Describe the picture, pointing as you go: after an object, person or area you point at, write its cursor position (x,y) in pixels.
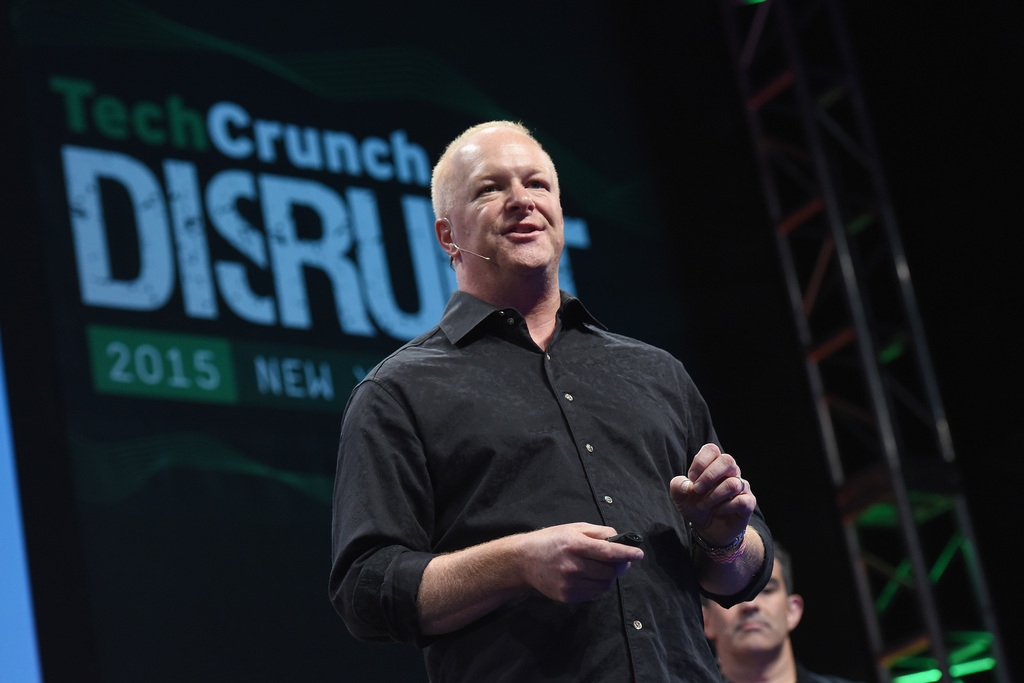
In this picture we can see a man (415,479) who is standing and talking on the microphone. He is in black color shirt (568,426). And there is a screen (211,448) on the background (229,519) and we can see one more person (778,614) here.
